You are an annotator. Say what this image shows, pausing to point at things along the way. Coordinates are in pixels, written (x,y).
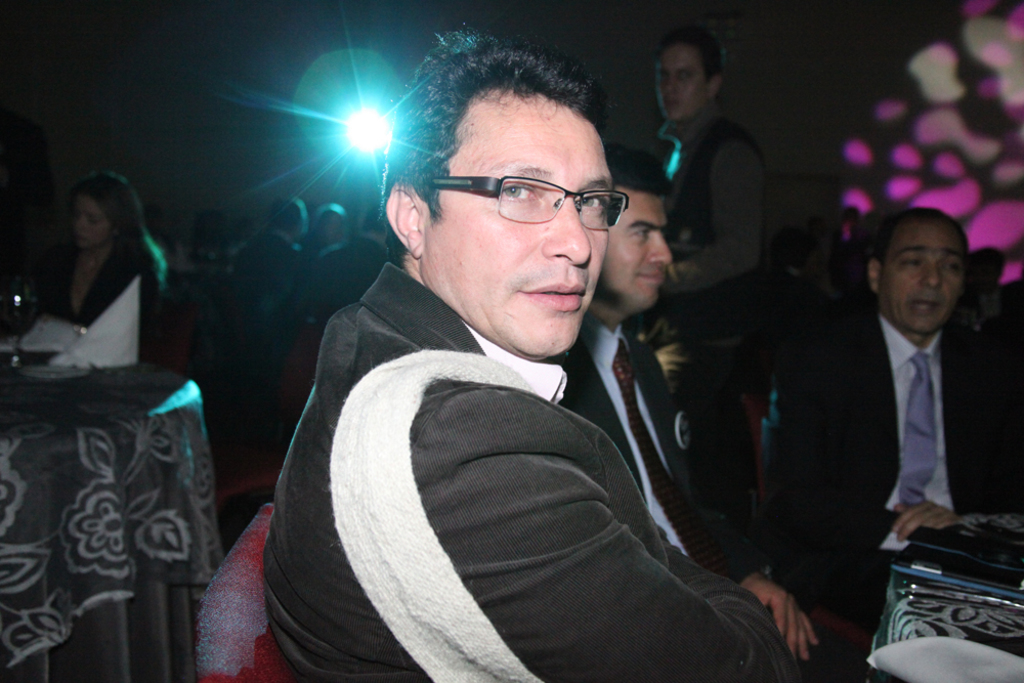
In this picture I can see group of people (331,215) sitting on the chairs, there is a person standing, there are some objects (61,370) on the tables (61,370), and in the background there is a light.
